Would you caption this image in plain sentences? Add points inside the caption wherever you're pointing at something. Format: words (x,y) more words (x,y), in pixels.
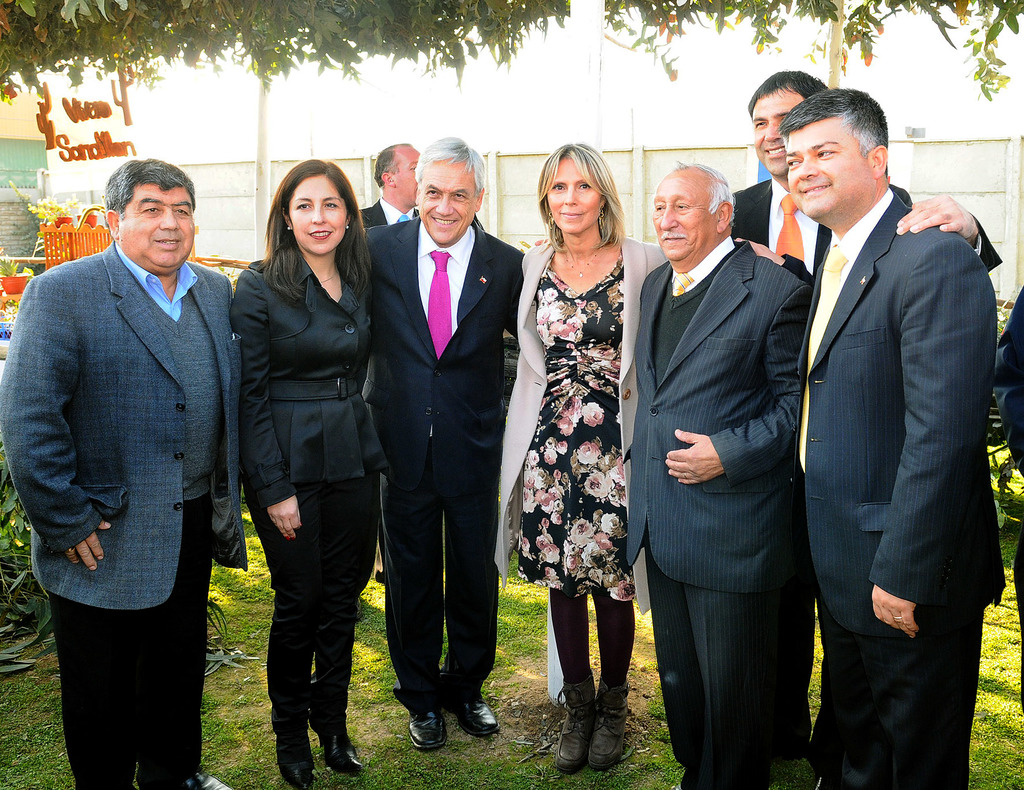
In the image we can see there are people (615,448) standing on the ground (648,695) and the ground (377,679) is covered with grass (260,653). Behind there are trees (197,8).
